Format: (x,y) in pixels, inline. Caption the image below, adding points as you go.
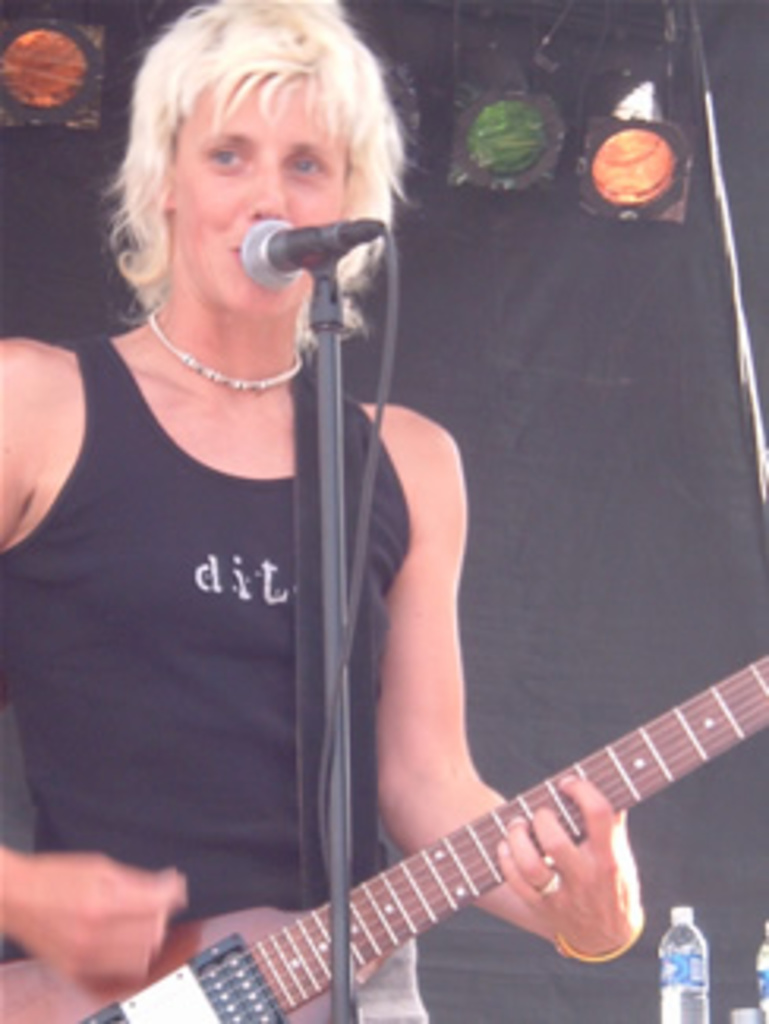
In the image in the center (293,682) we can see one lady (196,632), she is holding guitar (220,924). In front of her we can see the microphone (296,251). And on the right side (677,955) we can see the water bottle (677,955).
